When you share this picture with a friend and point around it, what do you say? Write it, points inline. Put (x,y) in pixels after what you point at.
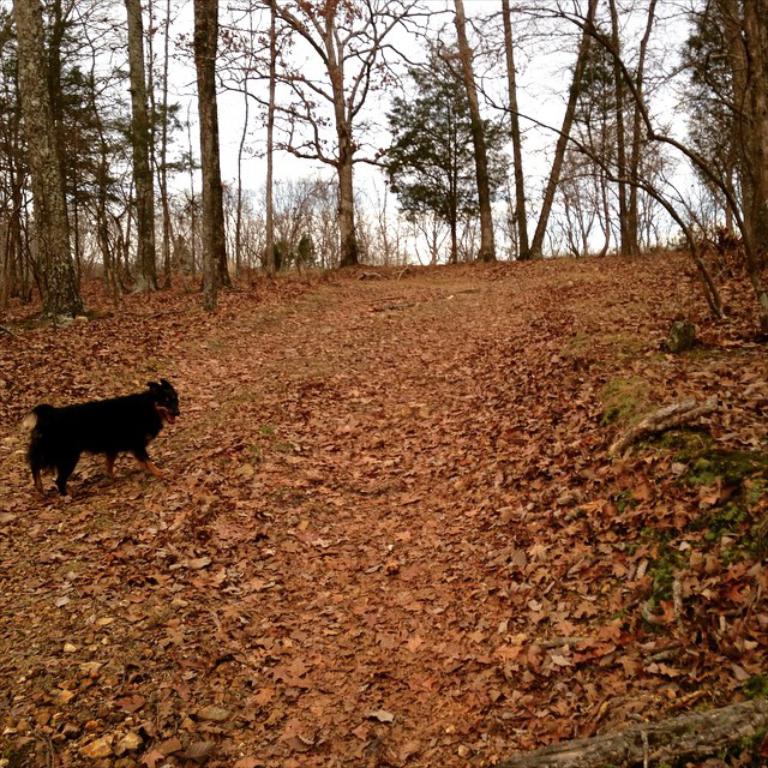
In this image we can see a dog (149,437). There are many trees (746,70) in the image. There are many dry leaves (440,524) on the ground (393,518). There is a sky (239,95) in the image.
